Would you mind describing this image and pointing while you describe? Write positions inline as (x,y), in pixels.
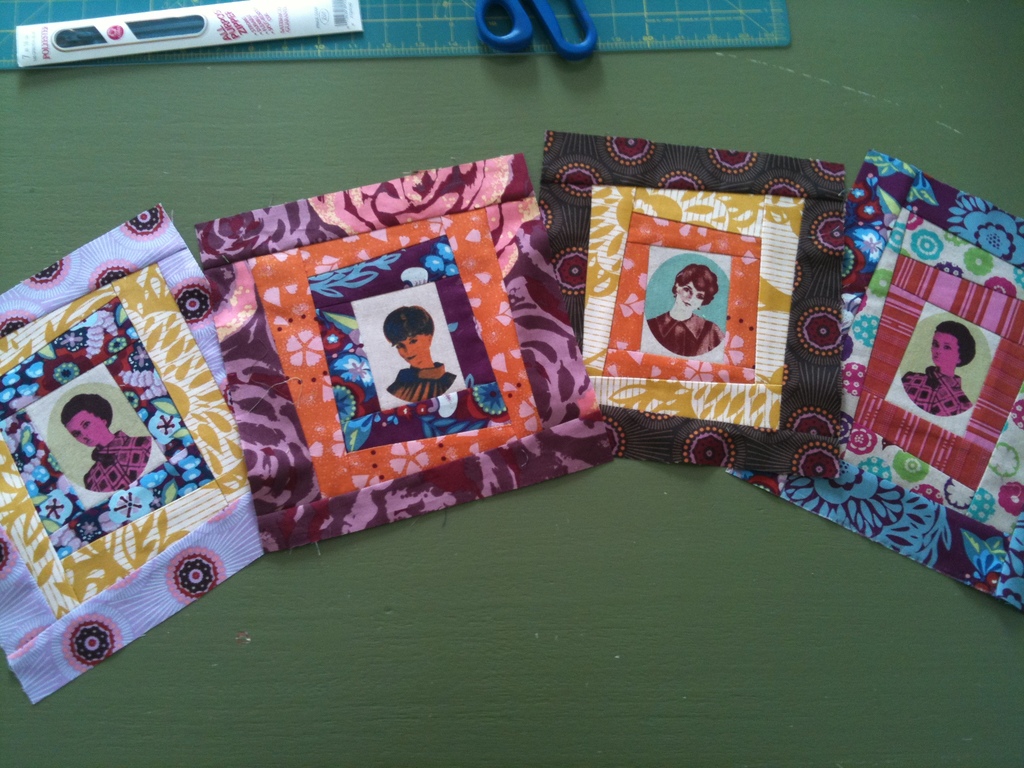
In this picture there are photos (454,375) of group of people (928,406) on the clothes (482,300). At the top (377,50) there is a scissor (515,13), scale (533,40) and pen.
